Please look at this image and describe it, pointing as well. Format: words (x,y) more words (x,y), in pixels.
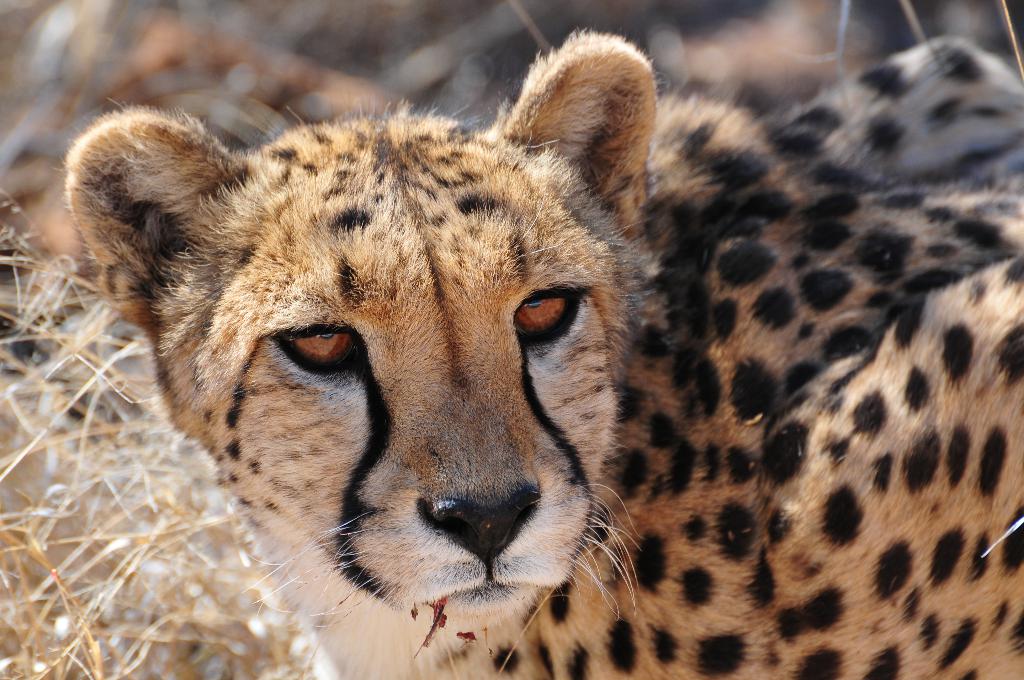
Here we can see a cheetah (570,360). Background (314,93) it is blur.
